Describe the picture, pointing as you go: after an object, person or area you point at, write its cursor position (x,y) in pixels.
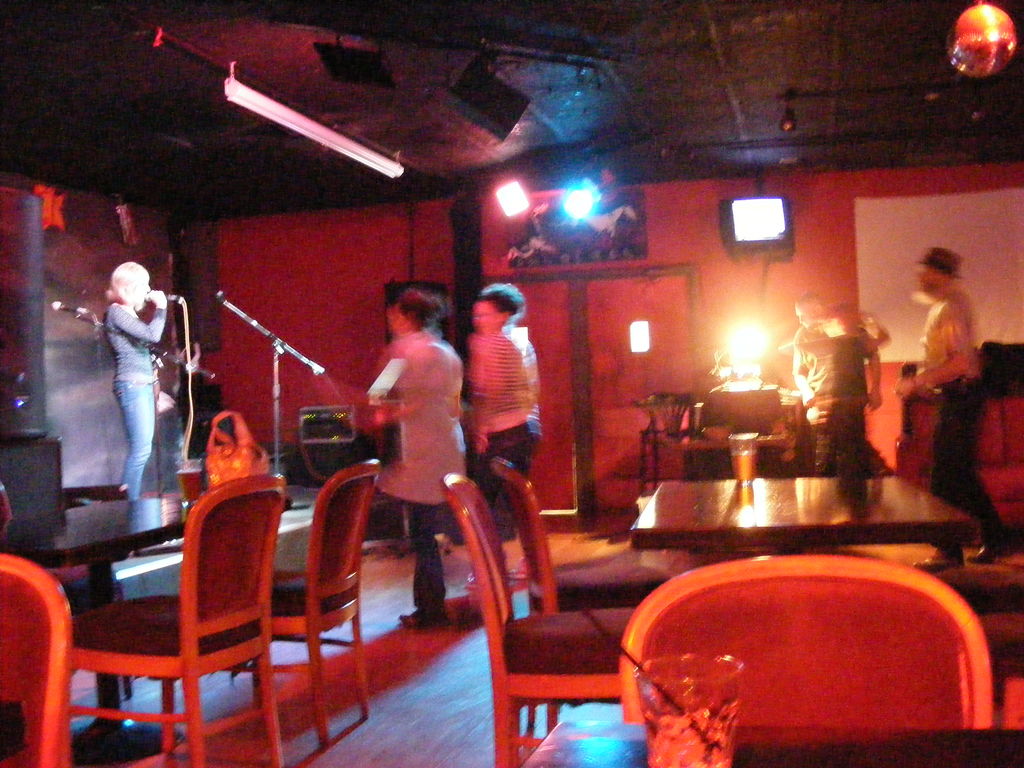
The image is clicked in a restaurant (605,674). There are six people (920,372) in this image. To the left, the woman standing on the dais (128,570) is singing in a mic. In the middle (386,405) there are two persons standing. To the right (931,330), there are two persons (943,334) walking. In this image there are many chairs (316,646) and tables (664,491). In the background (595,377) there is TV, door (616,392).
